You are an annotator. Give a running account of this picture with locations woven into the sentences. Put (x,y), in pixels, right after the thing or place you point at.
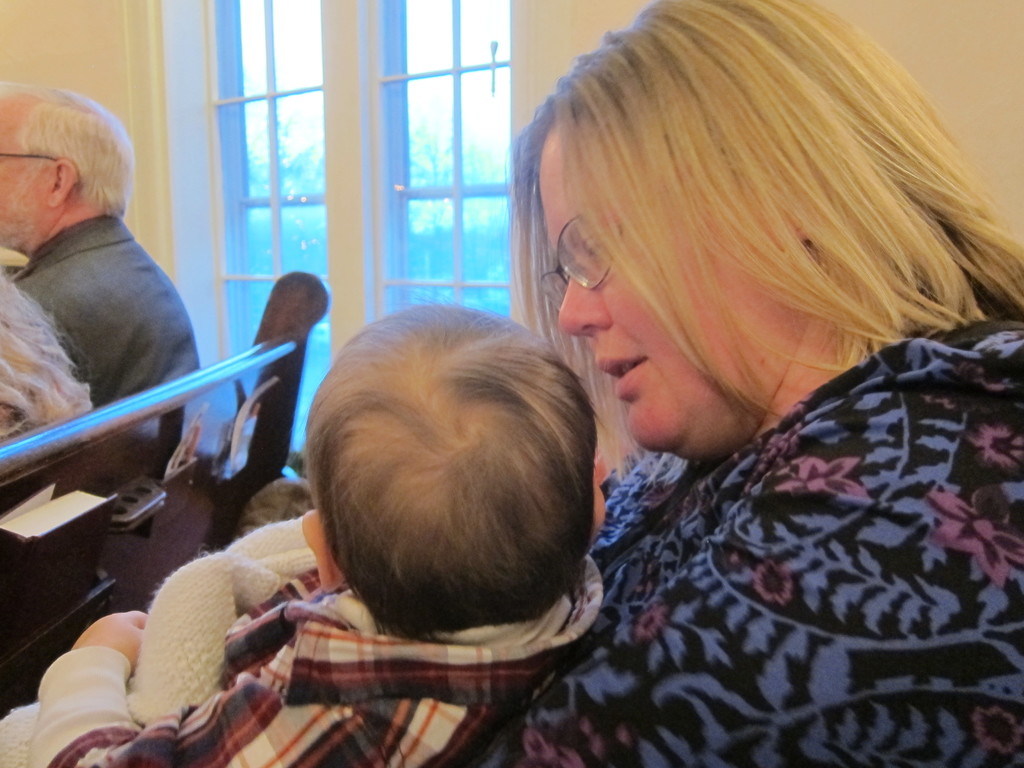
Here we can see a woman (730,470) holding a baby (571,568) and there is a man (111,398) sitting on a bench (127,456). In the background (253,27) we can see wall (939,85) and a glass door (388,246).
